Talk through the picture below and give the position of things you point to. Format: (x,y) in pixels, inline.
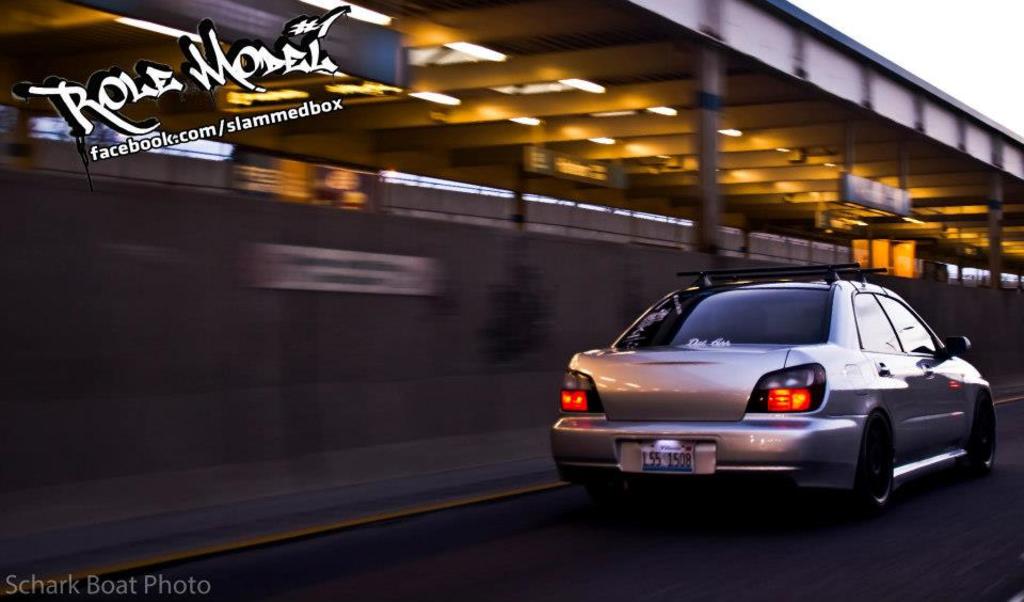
In this image we can see a car (770,450) on the road (786,557). In the background (364,298) there is a building (919,193) and we can see the sky (966,44).
